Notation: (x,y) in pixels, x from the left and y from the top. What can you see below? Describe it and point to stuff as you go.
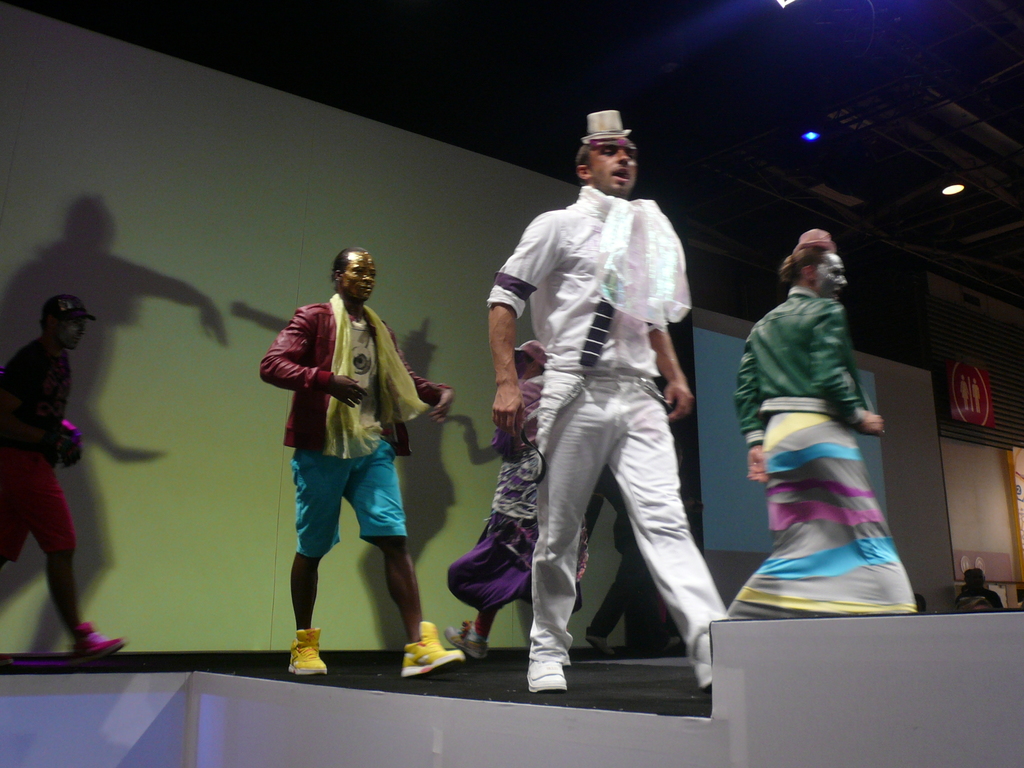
In this picture there is a group of boys (527,577) performing the dance on the stage (627,650). Behind there is a white banner (259,617). On the right side (743,452) there is a white projector screen (726,502). Above we can see the ceiling (880,244) with some spotlights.
